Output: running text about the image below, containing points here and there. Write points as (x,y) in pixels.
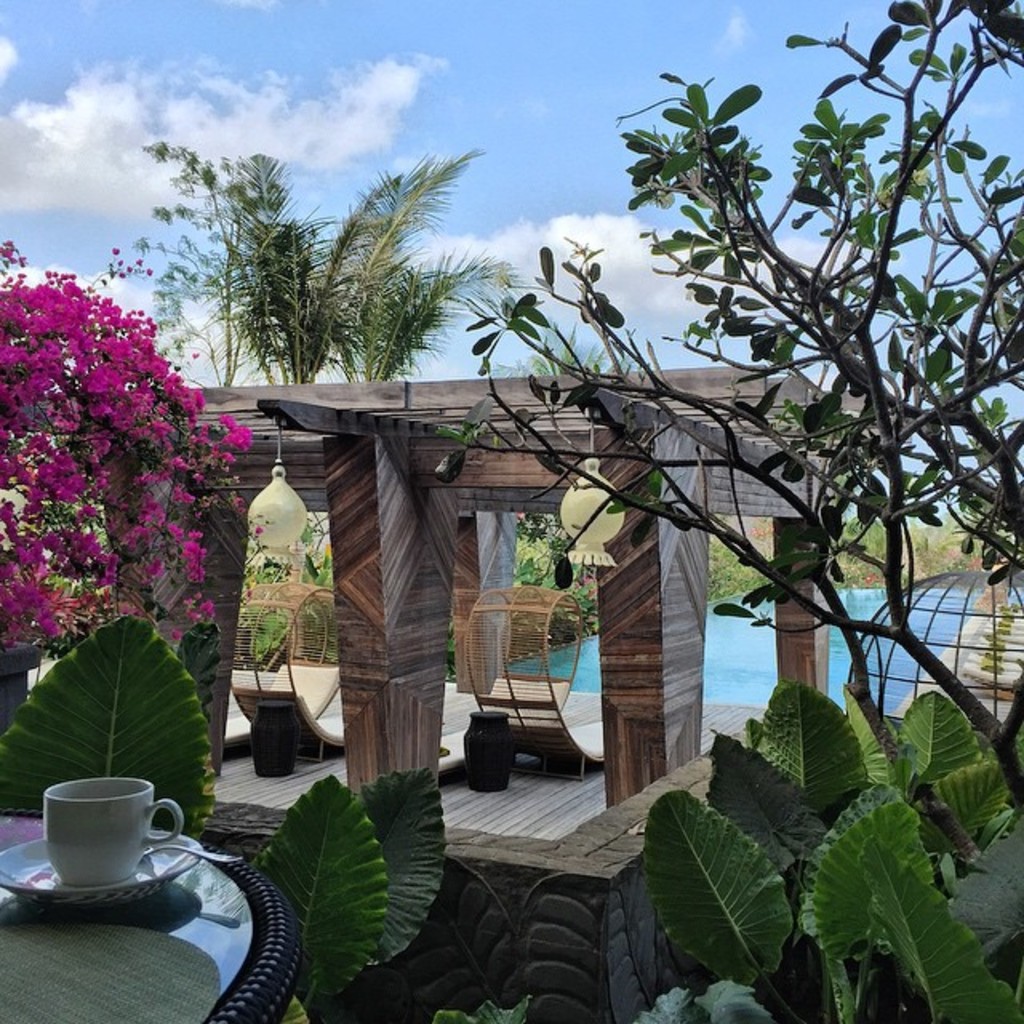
In this image we have a swimming pool (728,669), a cup of tea (116,822), a tree (318,331), plants (701,823) and the top of the image (343,69) we have a blue sky (311,69).
